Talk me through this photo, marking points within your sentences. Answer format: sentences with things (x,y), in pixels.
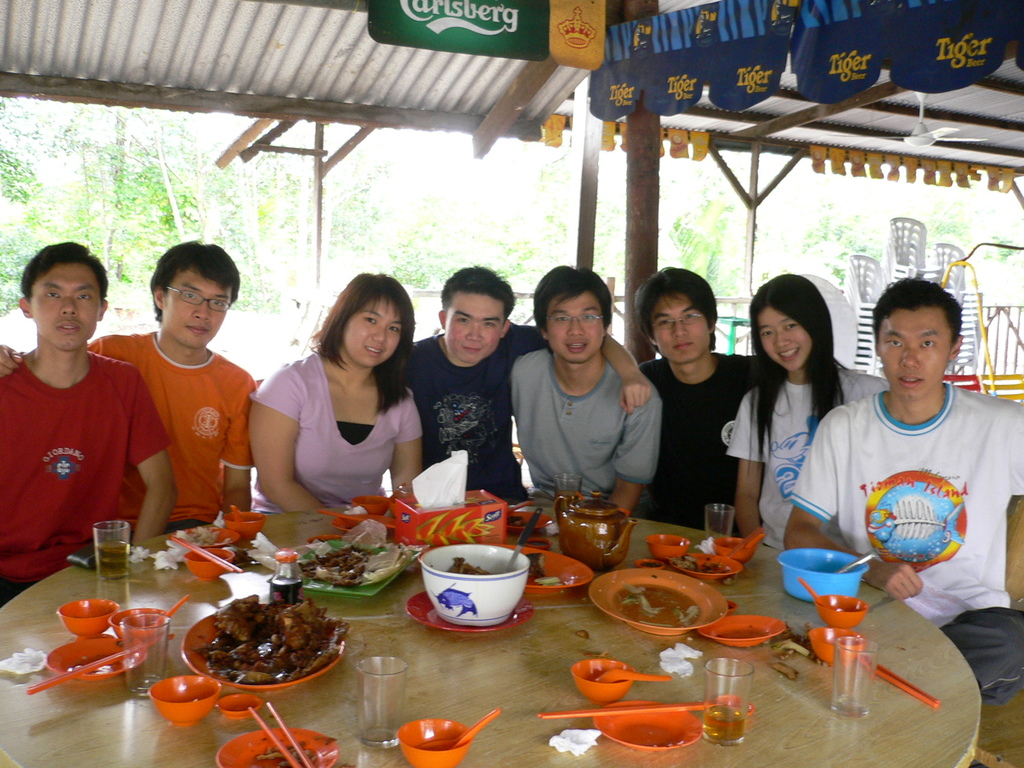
In this picture there are people (496,279) sitting and we can see plates (334,661), bowls (521,575), spoons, glasses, tissue papers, kettle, sticks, wallet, food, tissue box (482,521) and bottle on the table (660,759). We can see board (589,27), chairs (850,303), banners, poles (586,263), fan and shed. In the background of the image (616,259) we can see trees (608,193).
